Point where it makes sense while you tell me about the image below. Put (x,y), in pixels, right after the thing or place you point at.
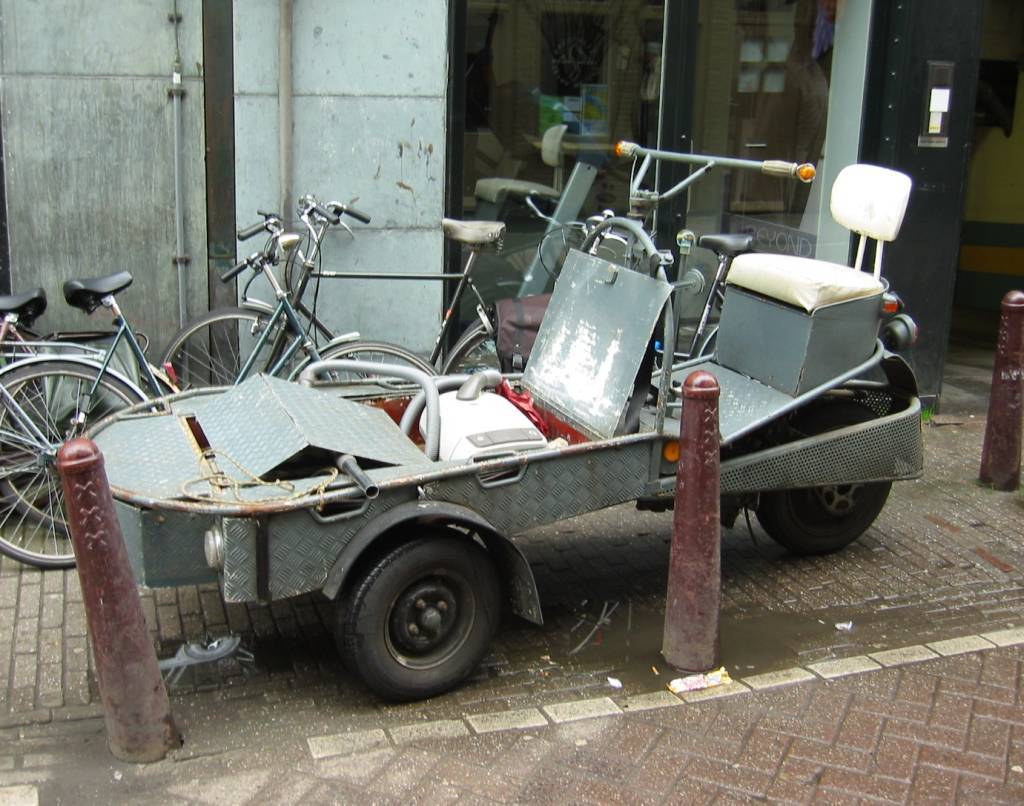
In this image I can see a motor cycle (531,375) and bicycles (92,298) kept on the road (399,712) and I can see the wall (198,93) and pipes (293,163).
